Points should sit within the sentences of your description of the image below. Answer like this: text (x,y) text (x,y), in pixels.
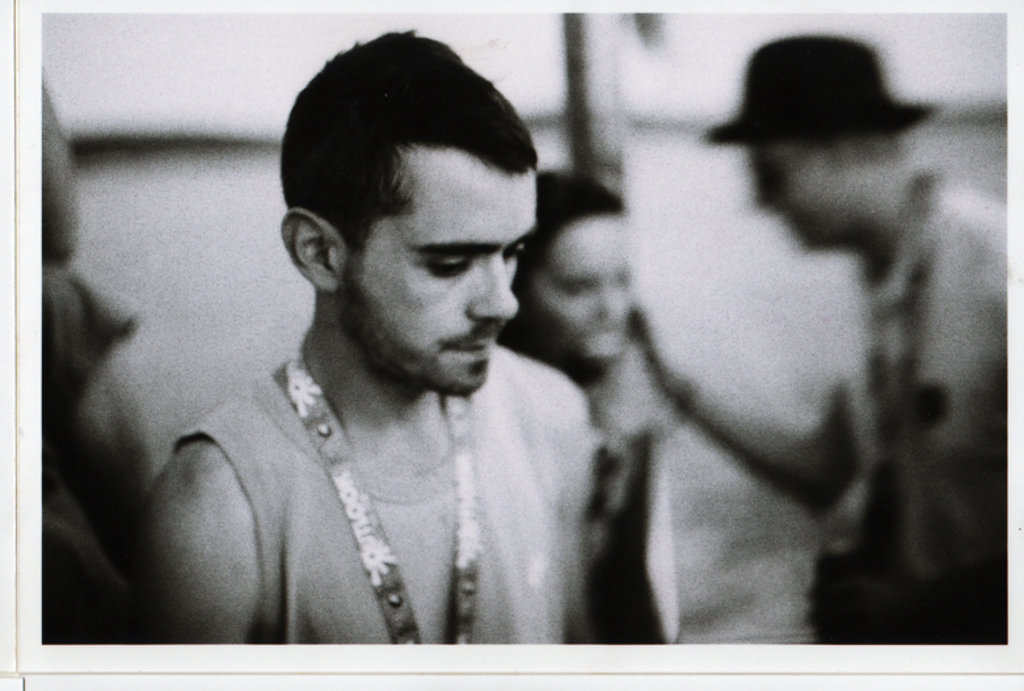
In this picture there is a boy (338,157) on the left side of the image (318,169) and there are other people (990,198) on the right side of the image (897,503).
